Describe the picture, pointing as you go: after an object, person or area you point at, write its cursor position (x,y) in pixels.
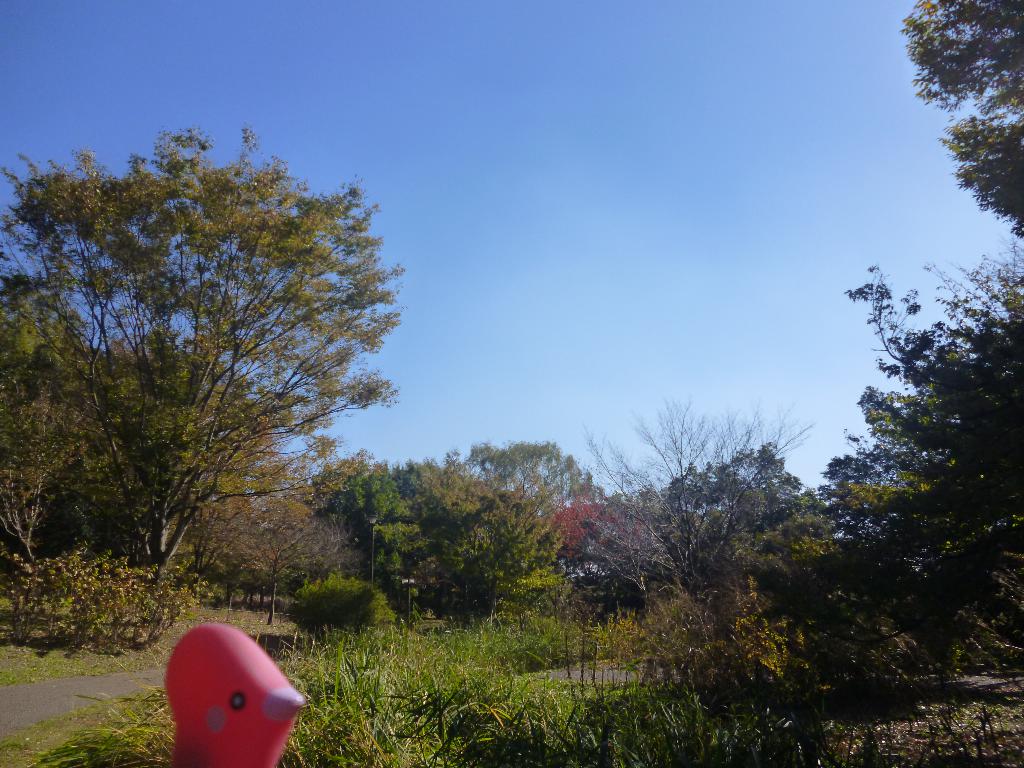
In this image I can see the toy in pink color. In the background (417,471) I can see few trees (492,502) in green color and the sky (638,183) is in blue color.
